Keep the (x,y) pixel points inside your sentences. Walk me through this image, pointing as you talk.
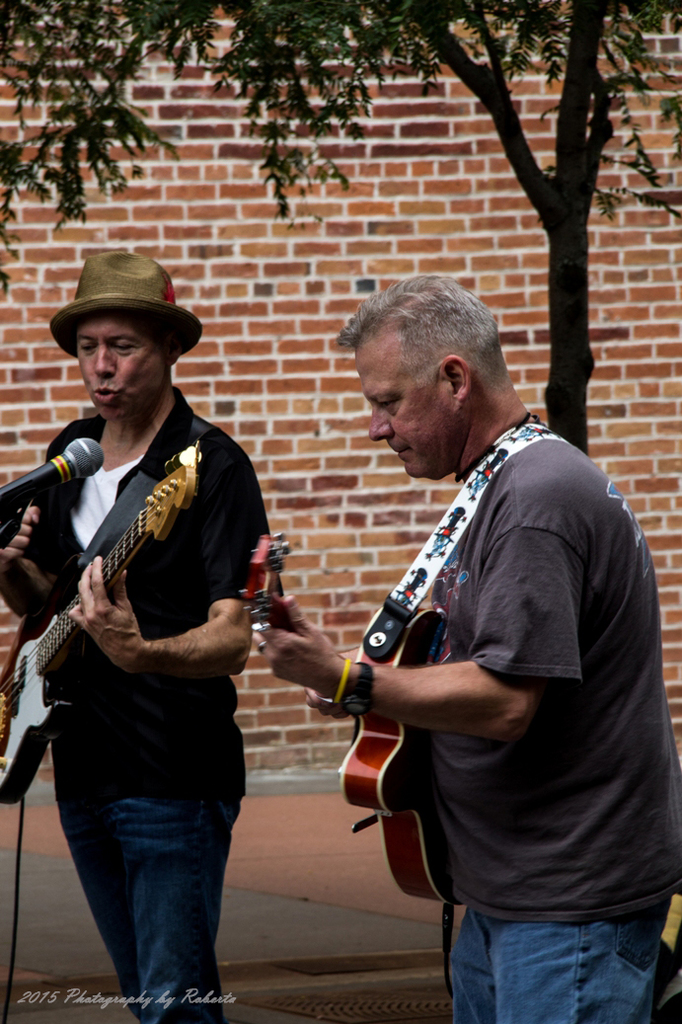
In this picture we can see two persons (104,941) standing and playing guitar (411,839). He wear a cap (150,285) and he is singing on the mike (76,447). And on the background (293,294) there is a brick wall (434,220). And this is the tree (560,66).
